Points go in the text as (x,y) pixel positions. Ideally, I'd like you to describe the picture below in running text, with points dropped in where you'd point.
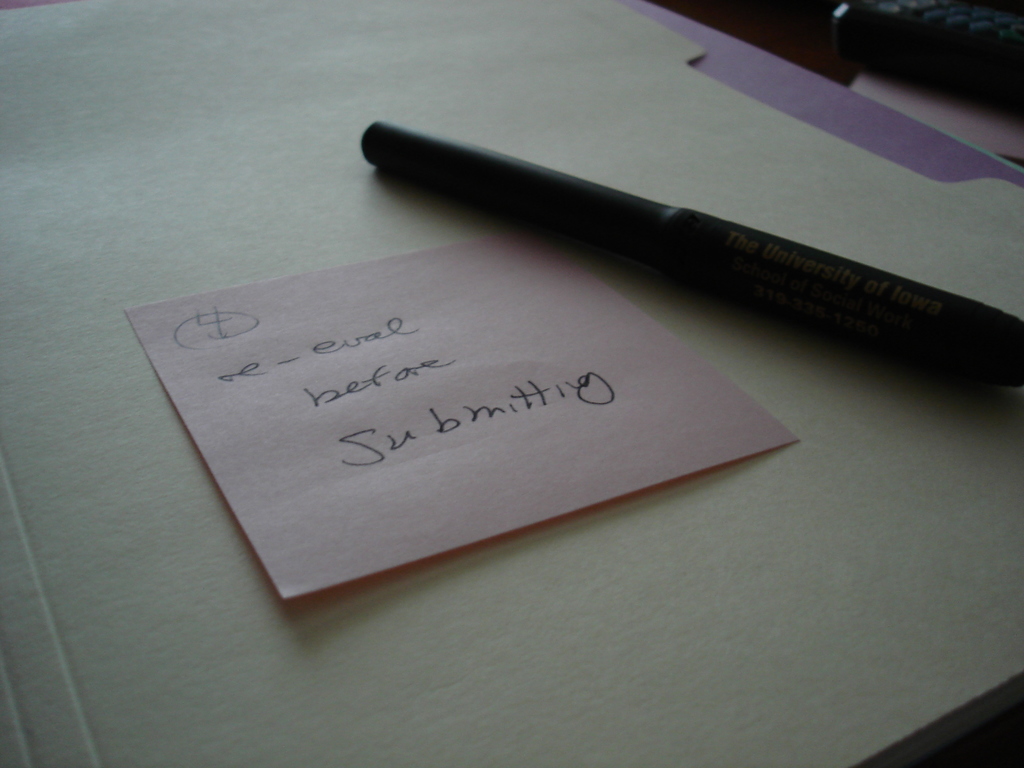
In this image we can see a paper note (349,395) with some text (349,392) written on it, and a pen (670,239) beside it, are placed on a surface (440,241).
